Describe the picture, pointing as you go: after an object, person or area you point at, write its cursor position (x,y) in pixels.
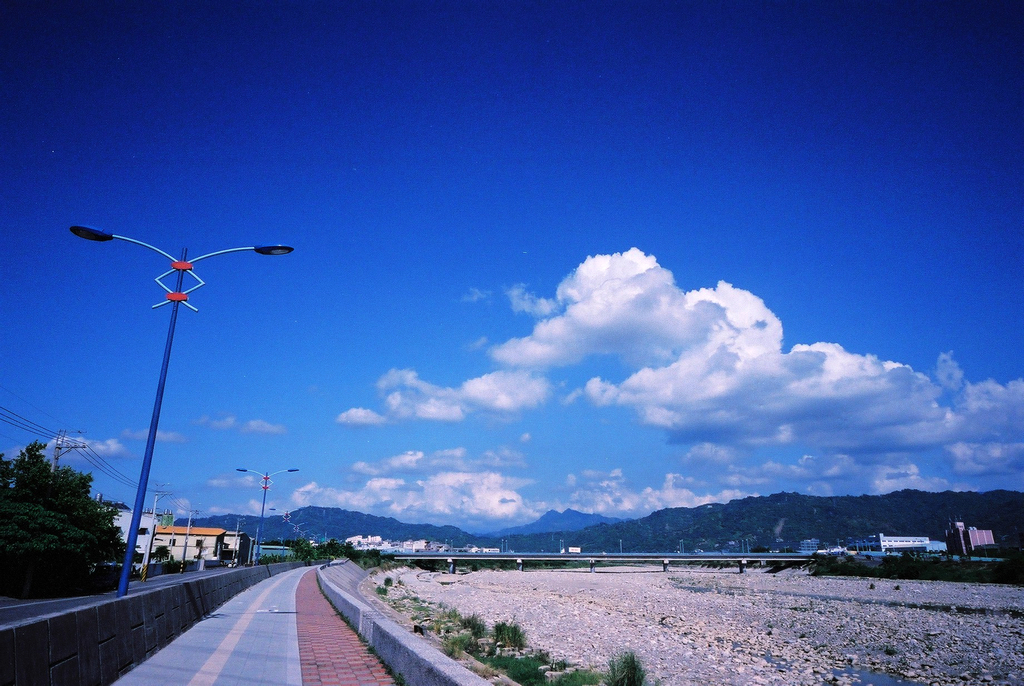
Here we can see grass (452,648), poles (295,526), bridge (452,555), trees (1017,565), buildings (171,553), and mountain (543,516). In the background (466,371) there is sky (299,281) with clouds (836,381).
